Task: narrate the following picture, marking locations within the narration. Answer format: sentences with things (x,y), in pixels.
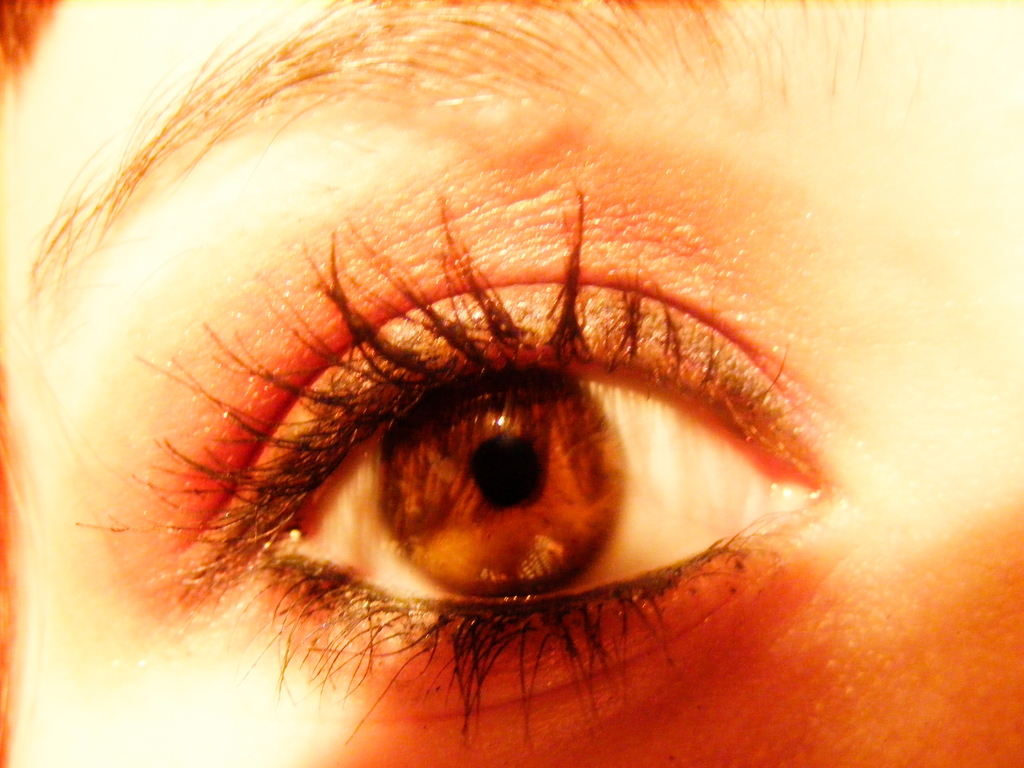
In this picture there is a person (731,712) and in the middle of the image (493,425) there is an eye (513,381). At the top (192,120) there is an eyebrow (681,28).
